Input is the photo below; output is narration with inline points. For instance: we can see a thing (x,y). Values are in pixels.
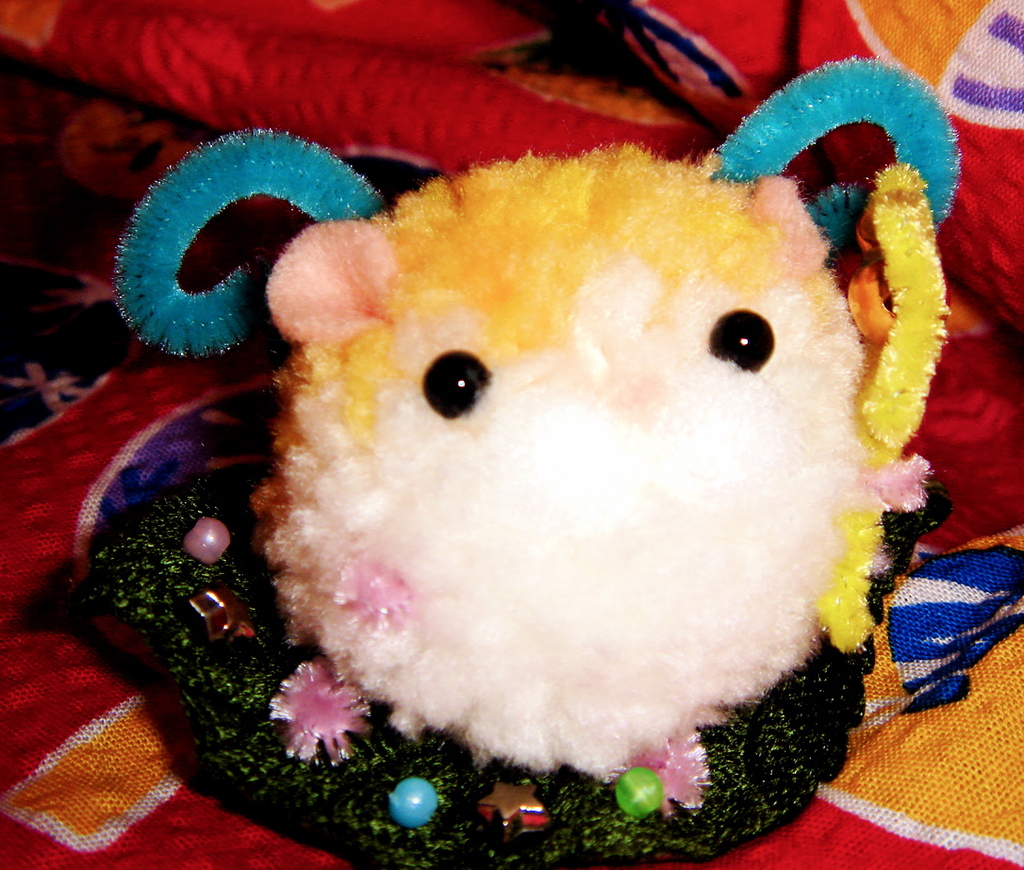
In this image we can see a toy (529,497) on the red color cloth (854,729).
